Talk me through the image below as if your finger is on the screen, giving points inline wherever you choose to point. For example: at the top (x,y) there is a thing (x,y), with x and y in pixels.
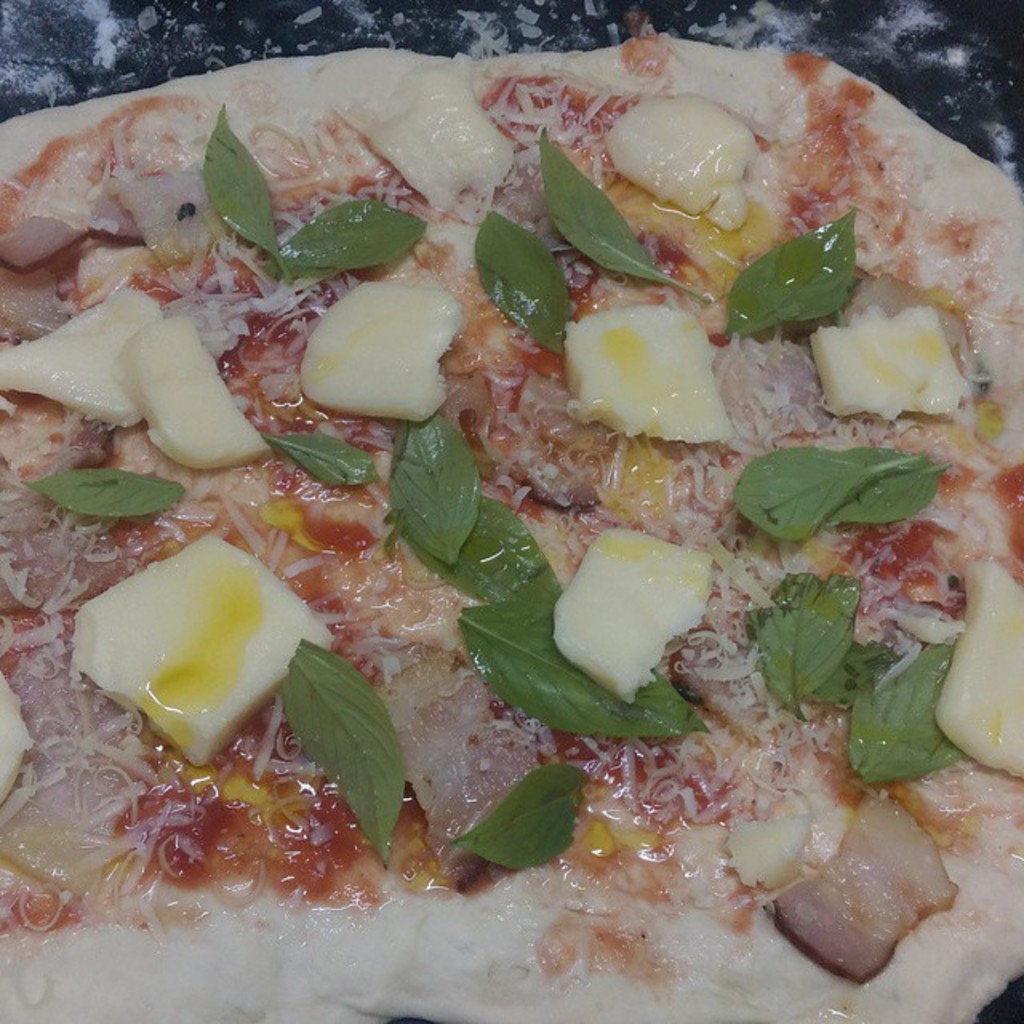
In this image we can see the pizza (695,337) and on the top (246,191) we can see the green leaves (803,645).
